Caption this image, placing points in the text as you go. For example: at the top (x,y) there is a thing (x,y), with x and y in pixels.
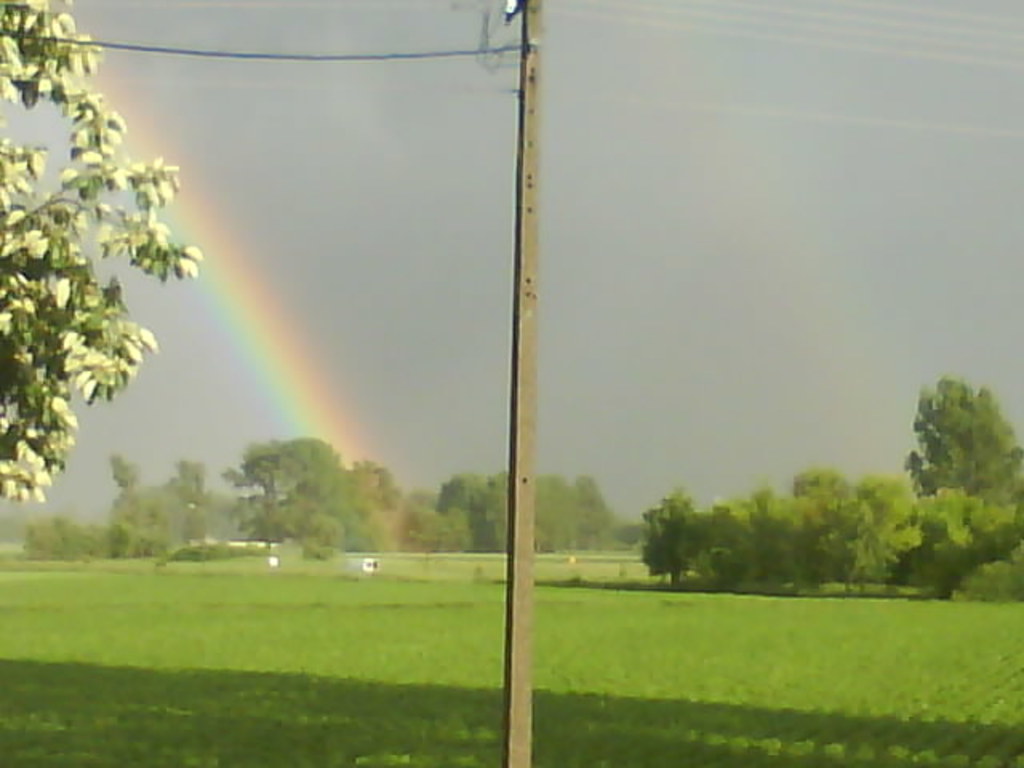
In this picture we can see an electric pole (522,168) with cables (501,47). Behind the pole (518,555) there is a rainbow (317,432), fields (302,616), trees (542,498) and the sky (658,219).
